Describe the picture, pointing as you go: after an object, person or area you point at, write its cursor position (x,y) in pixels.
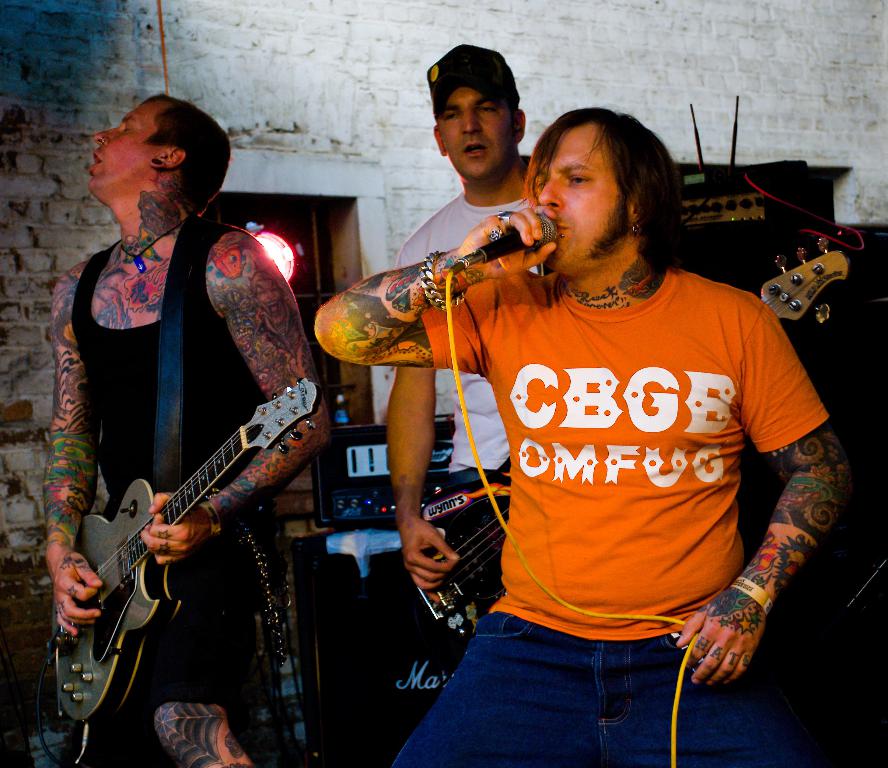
In this picture to the left side (125,357) there is a man (115,442), who is playing a guitar (127,578). In the middle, there is a man (446,230) who is wearing a white shirt (454,219) and a black cap (473,67) on his head (492,69) and he is also playing guitar (454,541). On to the right side (608,431), there is a man (593,342) who is wearing an orange shirt (624,476) and is singing a song. He is holding a microphone (487,257) in his hand (463,283).
